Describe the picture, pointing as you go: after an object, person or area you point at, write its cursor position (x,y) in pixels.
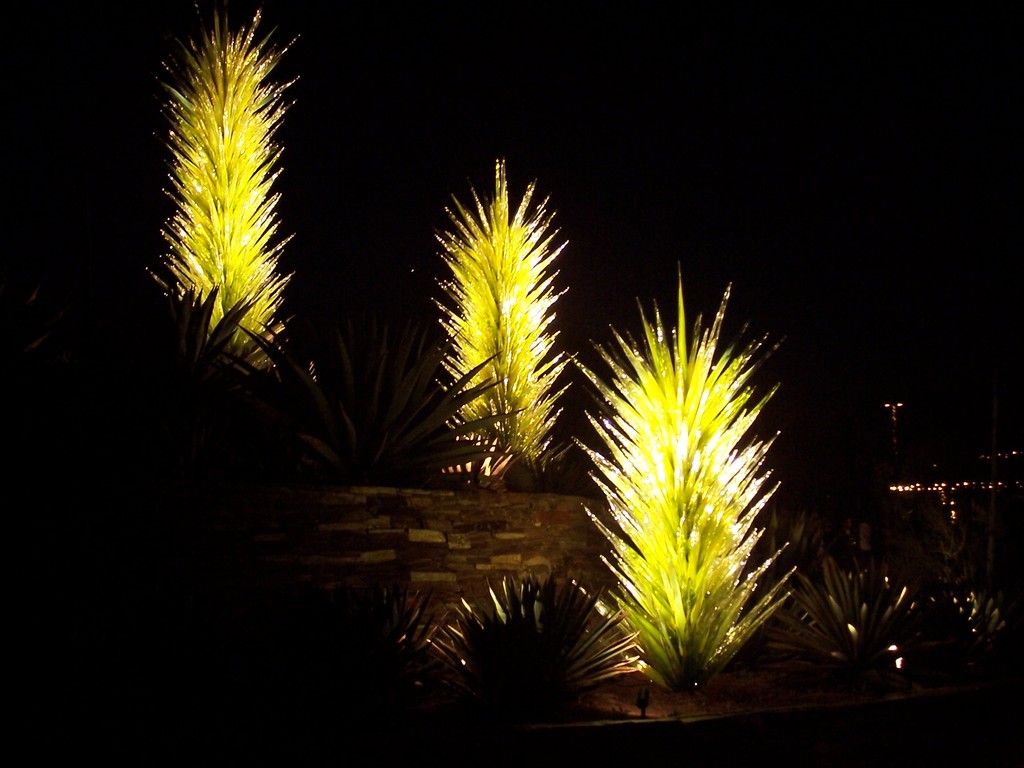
In this picture we can see trees (710,618), wall (397,510), lights (930,491) and in the background (864,378) it is dark.
